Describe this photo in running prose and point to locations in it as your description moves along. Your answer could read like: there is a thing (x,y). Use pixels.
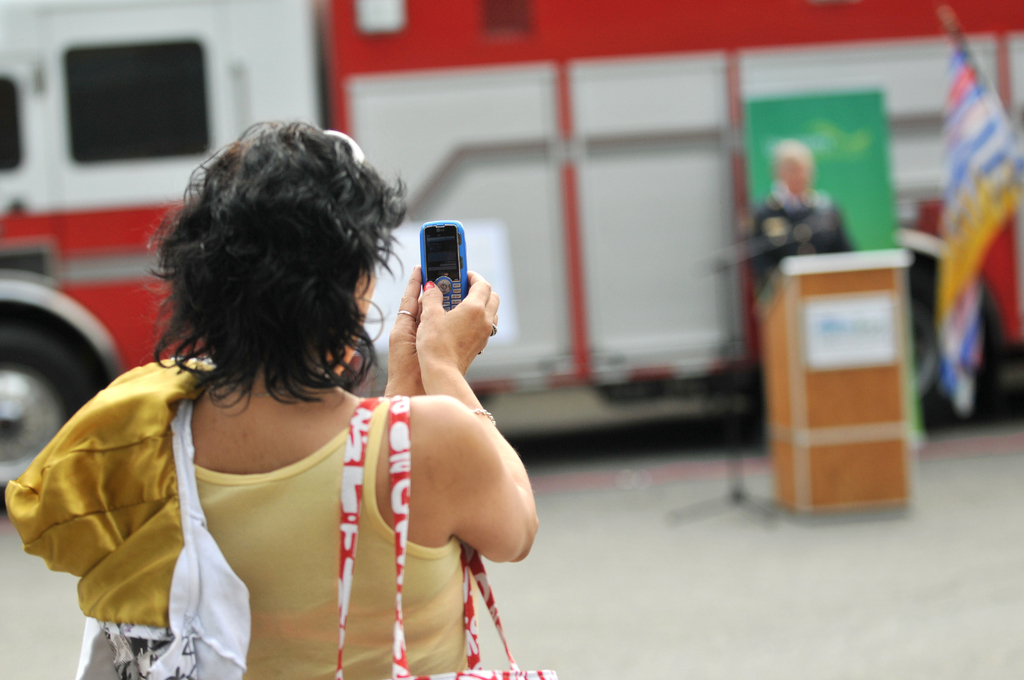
In the image there is a lady (363,557) standing and holding the mobile (466,253) in her hand (461,357). There is a red and white color bag (343,561) on the lady hand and also there is a brown and white jacket (146,536) on the hands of a lady (209,511). In front of her there is a blur image and there is a podium (805,381), man (782,223), vehicle (550,135) and flag (980,163).
